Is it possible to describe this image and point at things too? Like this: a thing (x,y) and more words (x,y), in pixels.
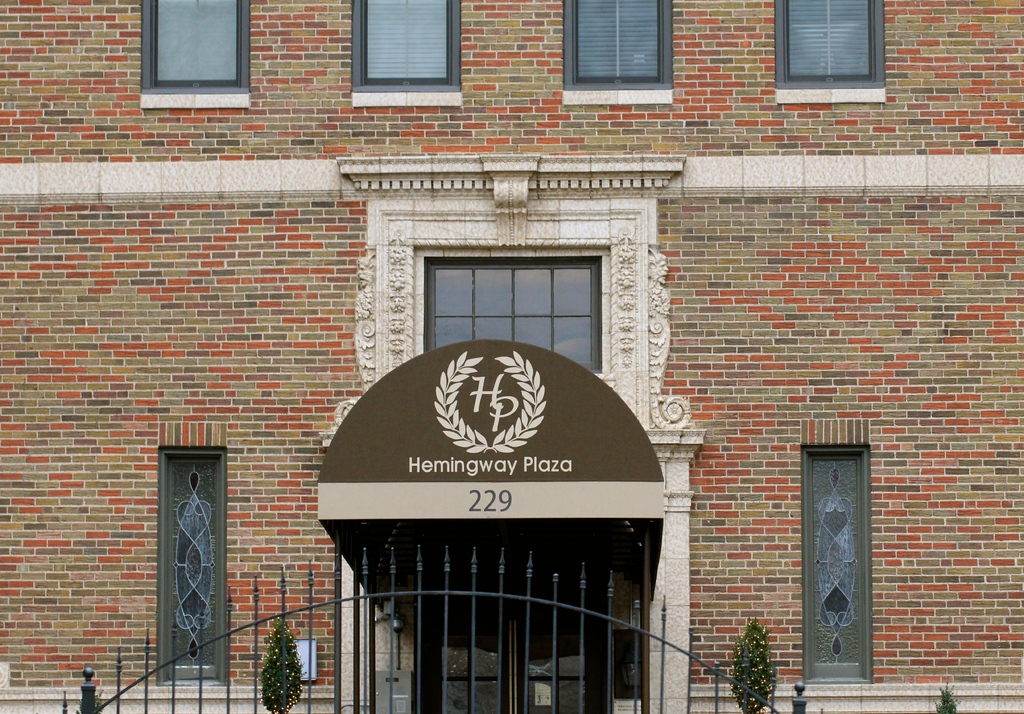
In this image I can see the metal gate (554,624), few trees (281,700) and a huge building (758,251) which is made up of bricks (177,253). I can see few windows (522,334) of the building (499,76) and a board (485,384) which is black and cream in color.
